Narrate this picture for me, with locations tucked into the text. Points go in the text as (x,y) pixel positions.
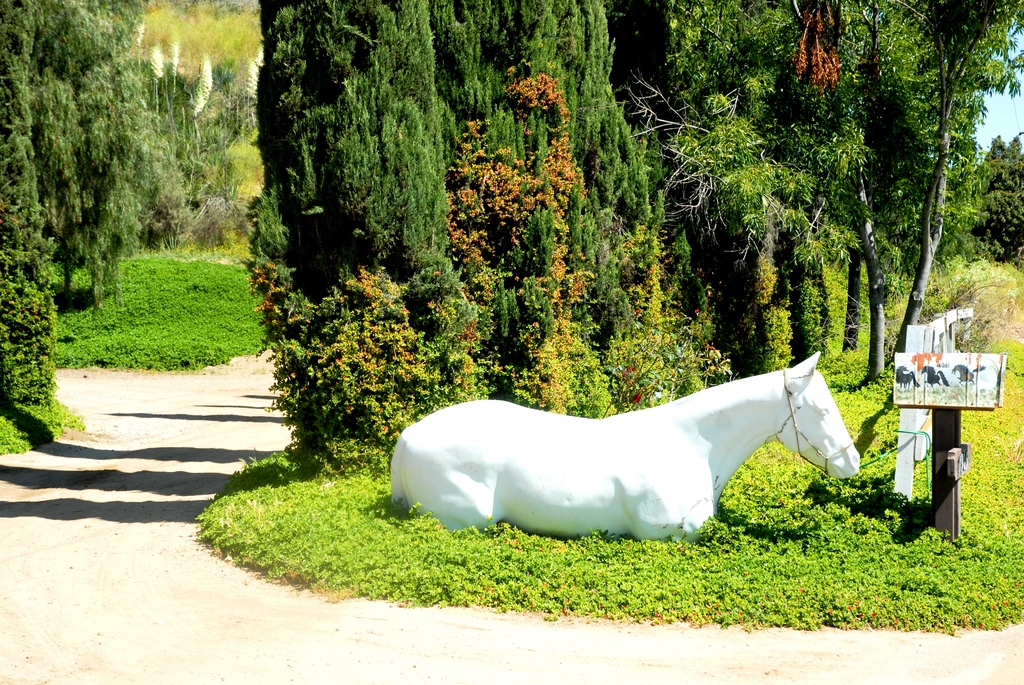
In this image we can see a statue (665,427). We can also see a signboard (954,455), fence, grass (806,557), a group of trees (641,229) and the sky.
